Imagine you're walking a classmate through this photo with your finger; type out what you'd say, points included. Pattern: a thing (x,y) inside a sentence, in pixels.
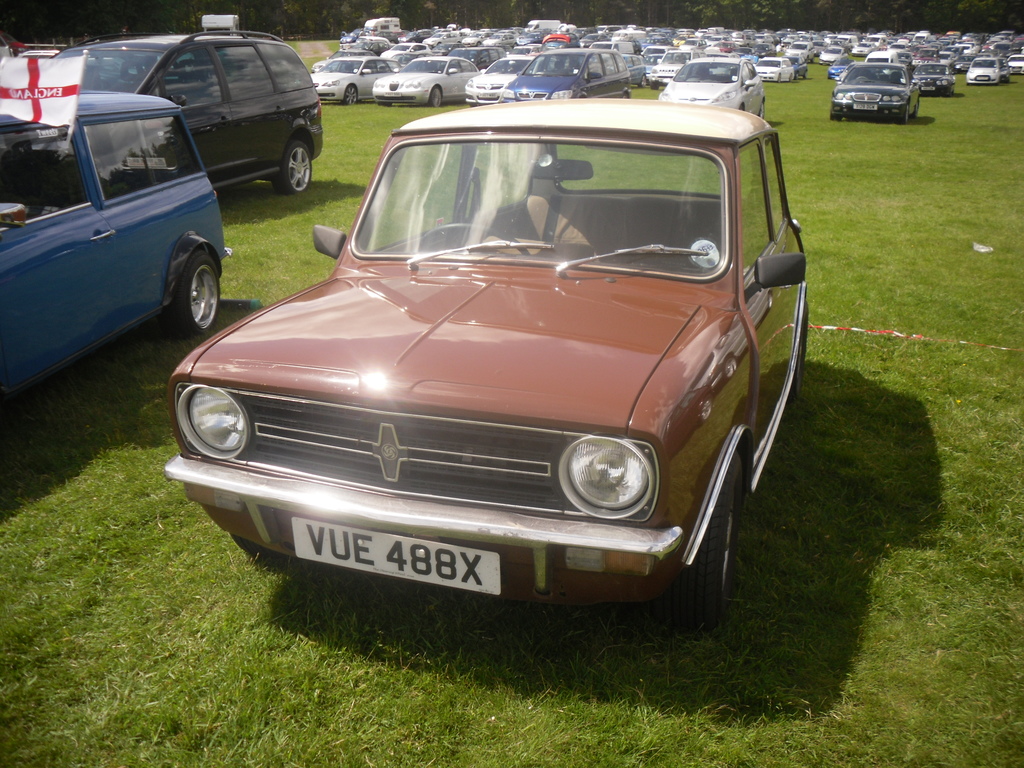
In this picture, we can see lots of vehicles (60,156) are parked on the grass path (809,562) and at the background (906,27) there are trees (664,26).
